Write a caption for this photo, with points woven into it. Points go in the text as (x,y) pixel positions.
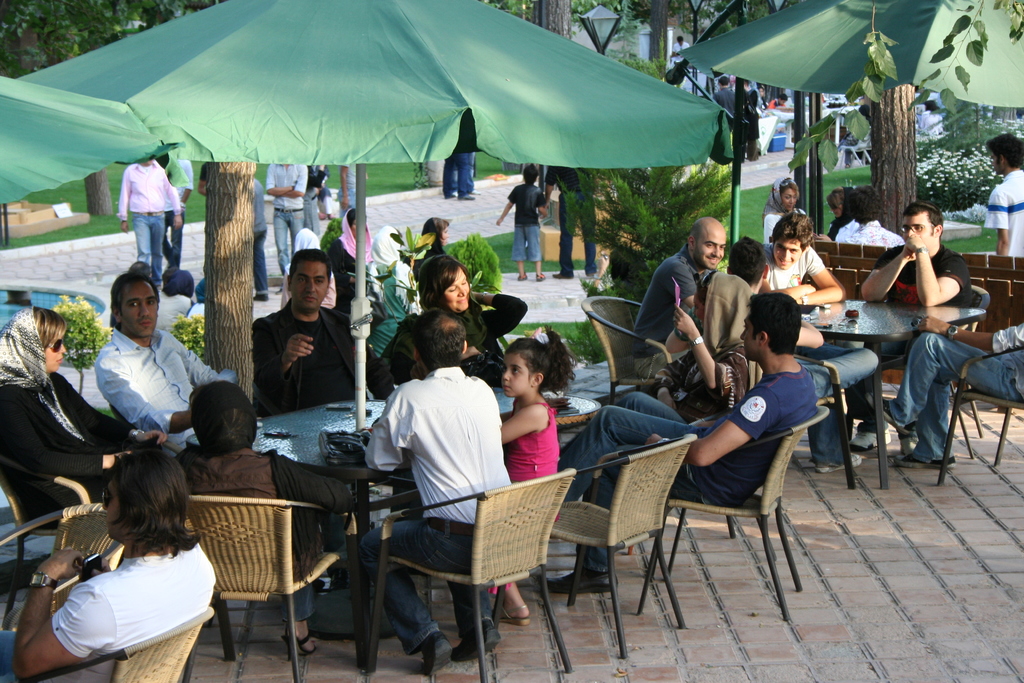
The picture is taken on a open area (291,237). There are tables (334,424) and chairs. Many people (423,474) are sitting. On the table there is umbrella (353,74). Many people (157,221) are walking by the street (433,191). In the background (237,204) there are trees (31,66), ground (72,195) full of grass (79,197).
